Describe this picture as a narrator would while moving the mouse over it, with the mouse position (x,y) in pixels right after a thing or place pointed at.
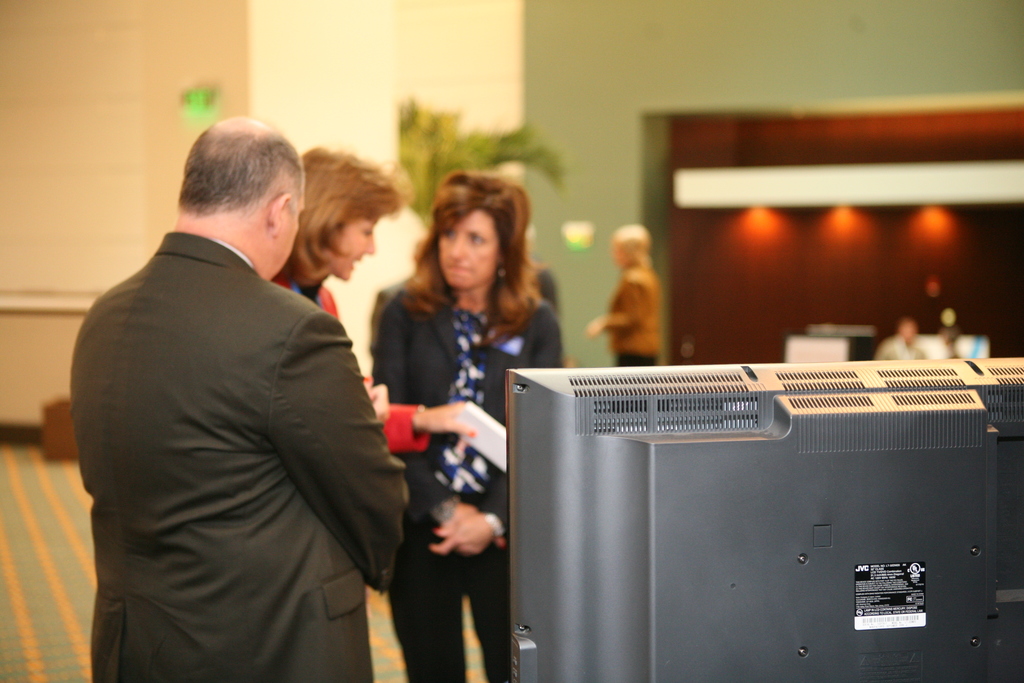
In this picture, we see the man (256,393) and two women (491,311) are standing. The woman (380,395) in red blazer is holding the papers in her hand (415,417). In the right bottom of the picture (829,531), we see the monitor (772,526). Behind them, we see the woman (624,360) is standing. On the right side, we see a man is sitting on the chair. In the background (498,144), we see a flower pot (432,143) and a wall (228,74) in white and green color. This picture is blurred in the background (56,540). At the bottom (47,581), we see a carpet (81,580) in green and yellow color.
